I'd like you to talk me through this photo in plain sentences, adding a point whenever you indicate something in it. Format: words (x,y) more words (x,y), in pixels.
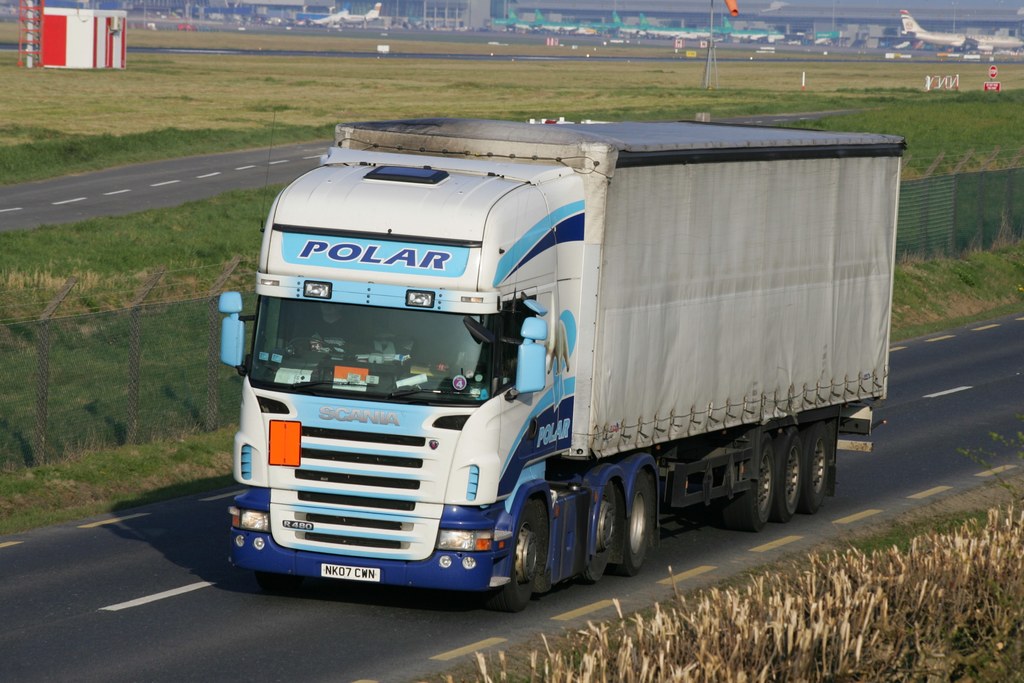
In this image we can see a motor vehicle (577,412) on the road (861,501), grass (954,518), aeroplanes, buildings (116,24) and information boards (943,83).
